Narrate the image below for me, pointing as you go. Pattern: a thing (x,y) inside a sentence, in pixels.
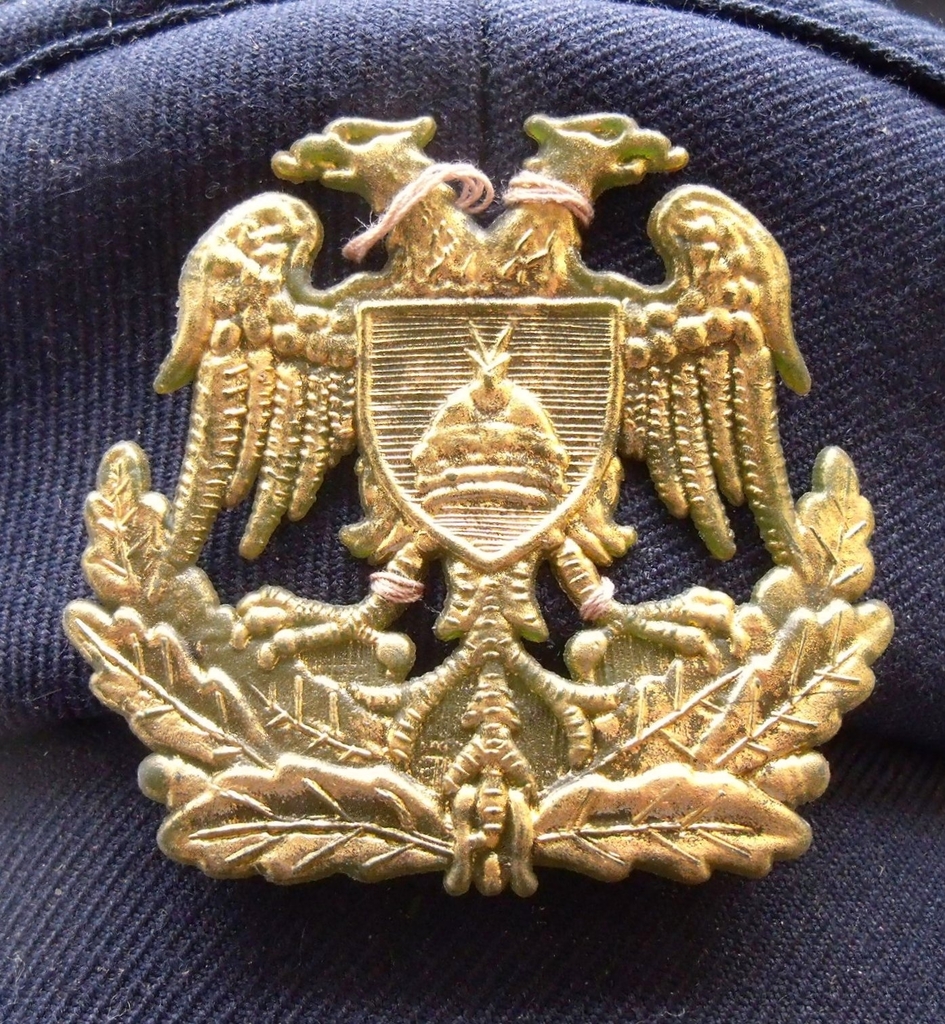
There is a badge (482,770) on a blue cloth (944,257).
